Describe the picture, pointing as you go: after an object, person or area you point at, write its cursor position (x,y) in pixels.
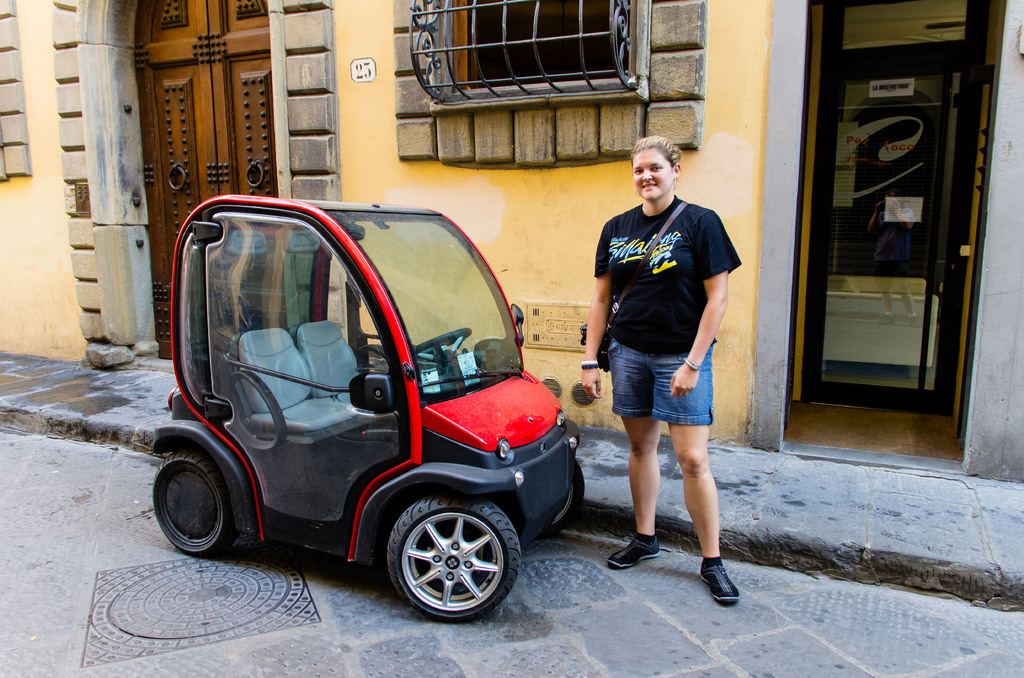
In this picture we can see the women (672,315) wearing black t-shirt (678,340) and blue shorts (662,398), standing in the front (667,300) and giving a pose in the camera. Beside there is a small electric car (518,470). Behind we can see the yellow wall (45,11) with wooden door (268,113) and windows (569,70).
